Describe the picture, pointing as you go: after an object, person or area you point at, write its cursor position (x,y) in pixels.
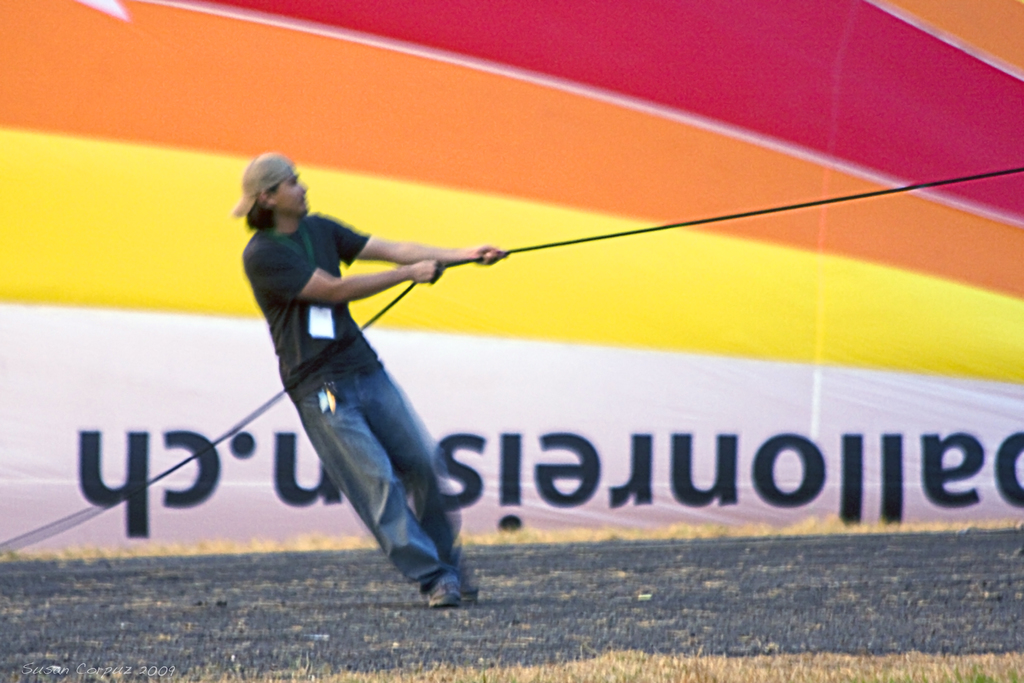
Here we can see a man (263,290) holding a rope (388,310) with his hands (418,276) and he wore a cap (267,162). There is a road (574,585). In the background (681,80) we can see a banner (664,332).
